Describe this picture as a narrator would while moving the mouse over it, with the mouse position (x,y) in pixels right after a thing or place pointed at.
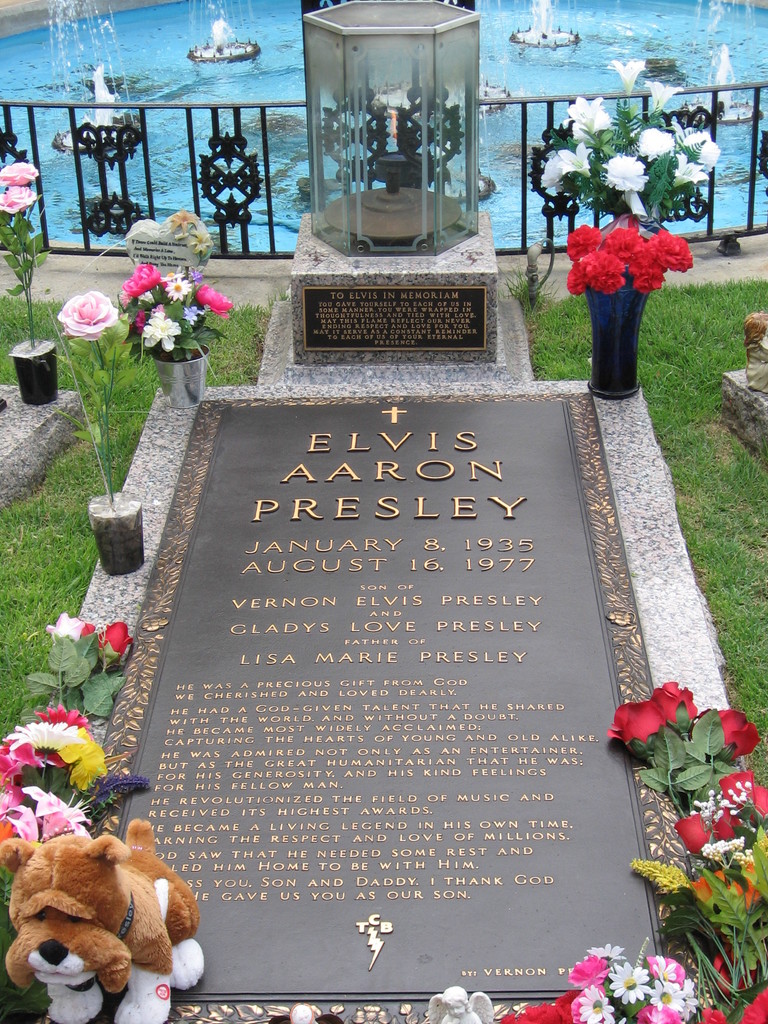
In this image we can see a gravestone (395,507), there are flowers (717,848), flower pots (102,552) and a doll (189,896) on the gravestone (326,500) and there is a fence (116,167) and a fountain (562,53) in the background (99,100).
